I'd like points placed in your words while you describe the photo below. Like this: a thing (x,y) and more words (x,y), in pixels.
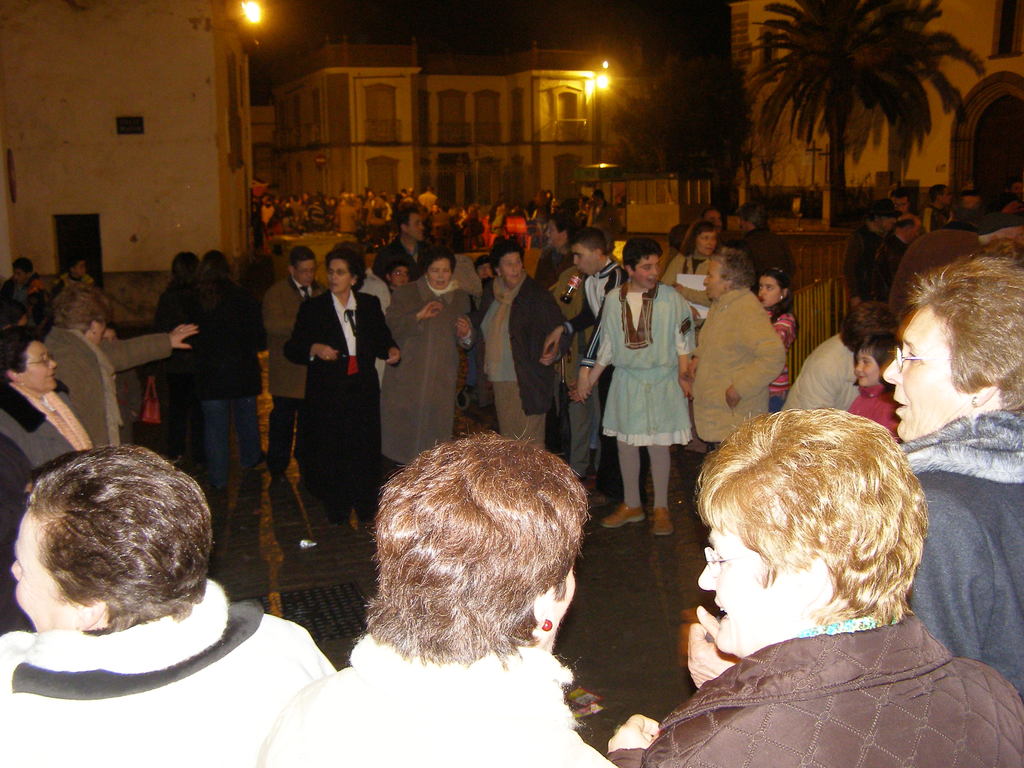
In the picture we can see many people (489,618) standing on the path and near to them, we can see some buildings (222,233) with lights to it and some trees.
